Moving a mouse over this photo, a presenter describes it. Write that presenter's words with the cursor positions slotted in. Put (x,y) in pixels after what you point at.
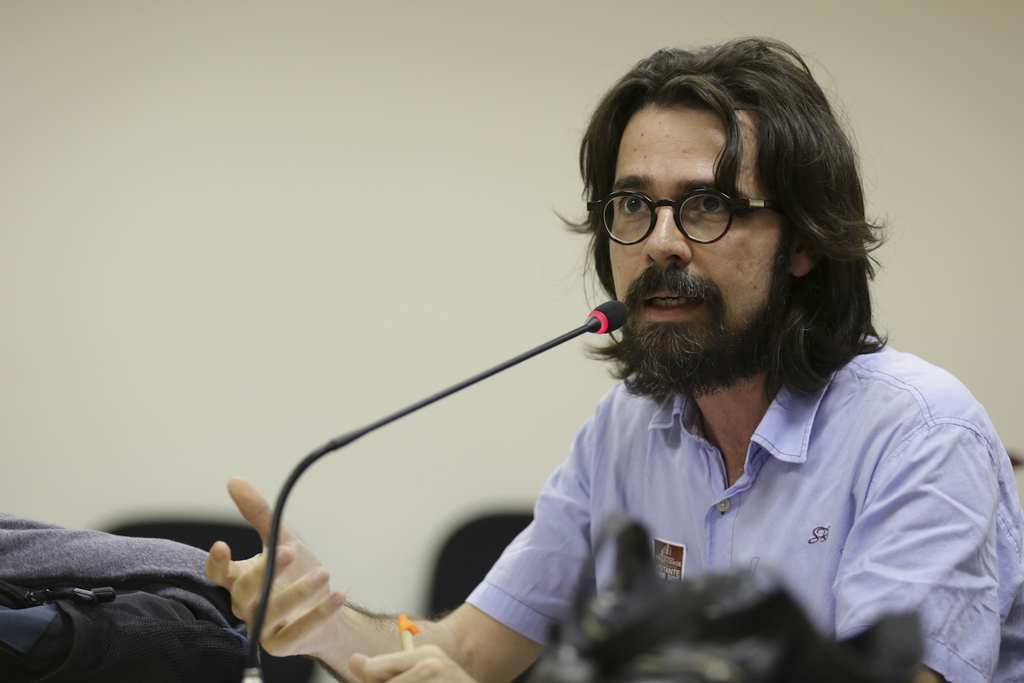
Here in this picture we can see a person (716,480) speaking in the microphone (604,331), which is present in front of him on a table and beside him we can see a bag (151,585) present and we can see spectacles (700,224) on him.
